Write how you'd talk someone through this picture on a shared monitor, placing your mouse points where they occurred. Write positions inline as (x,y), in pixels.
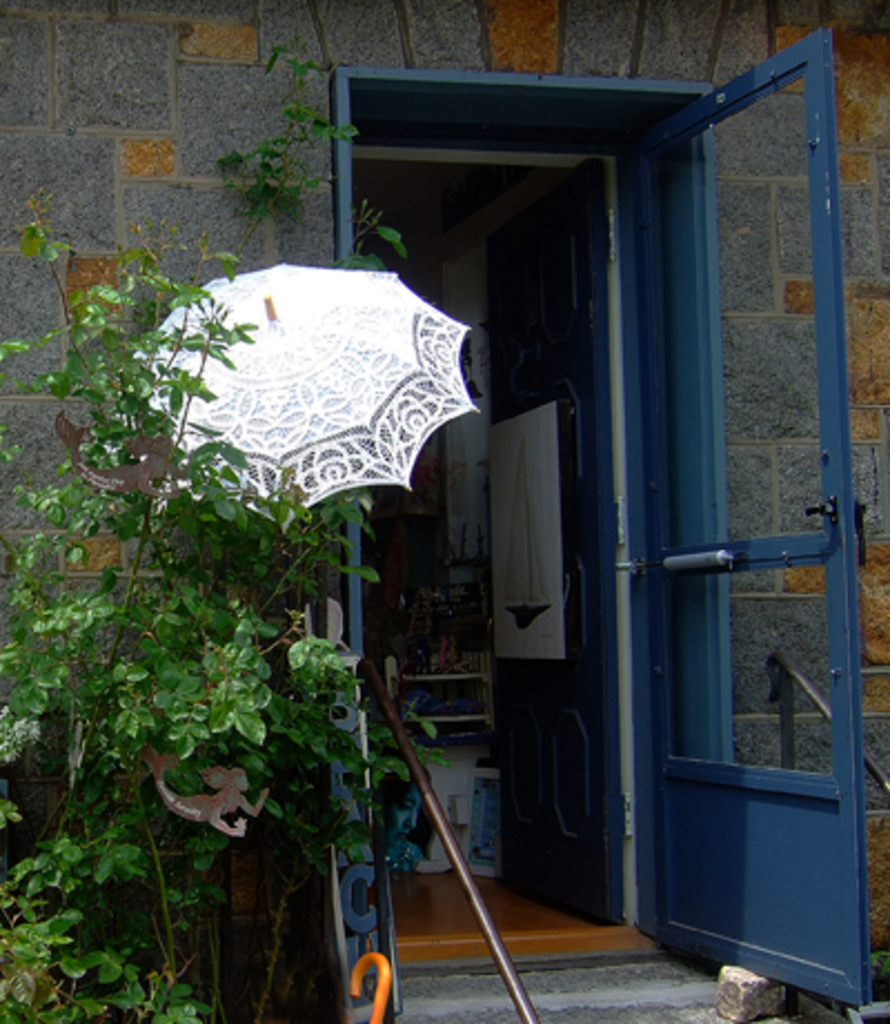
In this image, at the left side (109,935) there is a green color plant (125,971), at the middle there is a blue color door (712,831), there is a room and there is a white color umbrella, there is a stone wall (233,48).
